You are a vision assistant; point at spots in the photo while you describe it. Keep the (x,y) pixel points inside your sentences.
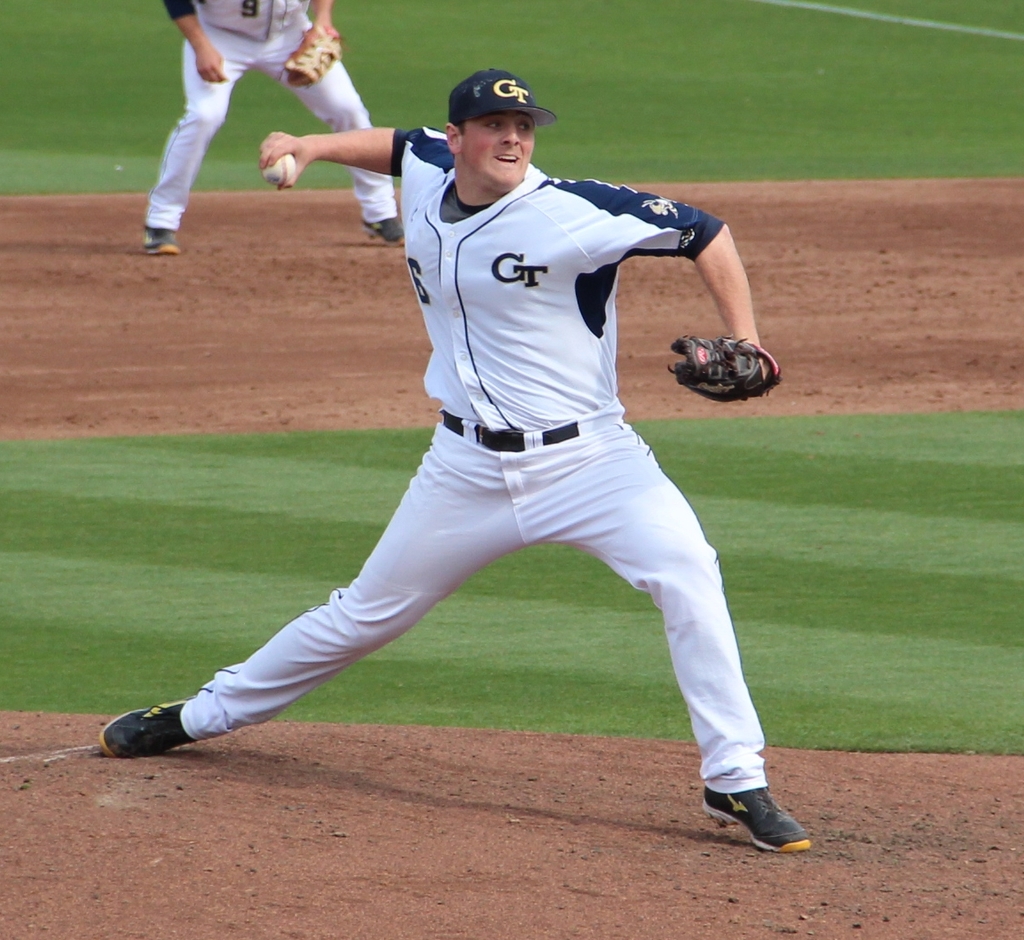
In this picture I can see two persons (444,513) standing. I can see a person (397,133) holding a ball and there is grass (27,109).
